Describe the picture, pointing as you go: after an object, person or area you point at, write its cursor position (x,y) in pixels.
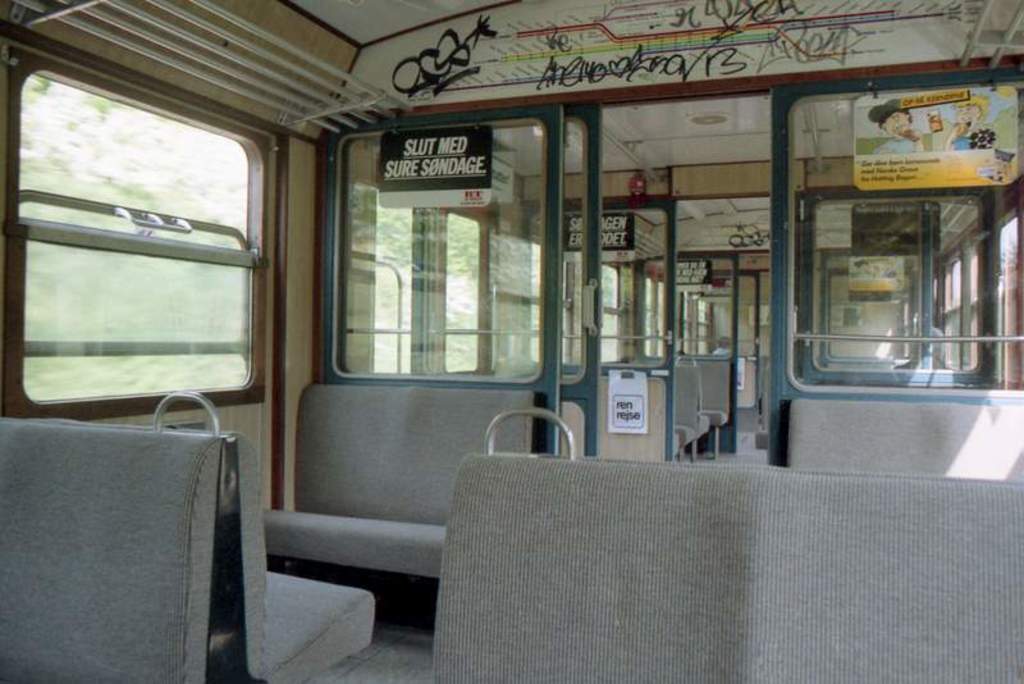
This is the picture of a vehicle (931,259). In this image there are seats (1020,632) and there are boards (972,173) and there is text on the boards (1007,126). Behind the windows (205,214) there are trees (68,258).
